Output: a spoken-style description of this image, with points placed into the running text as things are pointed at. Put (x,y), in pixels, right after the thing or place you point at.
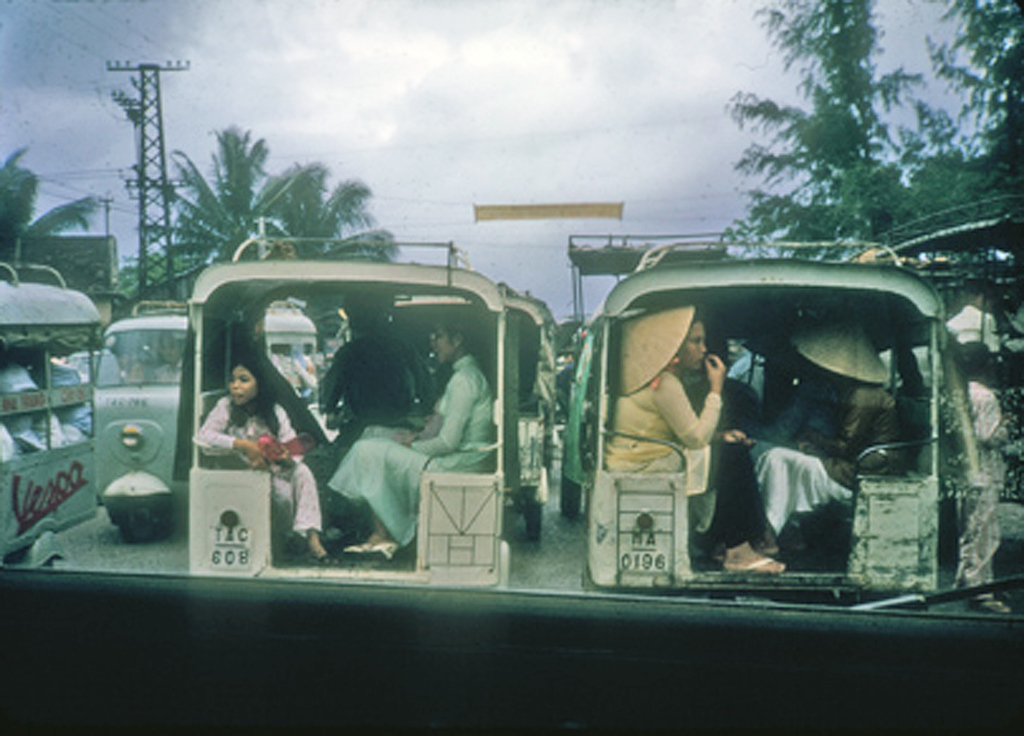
This image is taken in outdoors. There are many vehicles (61,502) on the road (1023,592), few people (224,430) are sitting inside the vehicles (670,484). In the background (597,111) there is a sky (490,121) with clouds (579,142), a signal tower (150,120) and there are many trees (757,191).
